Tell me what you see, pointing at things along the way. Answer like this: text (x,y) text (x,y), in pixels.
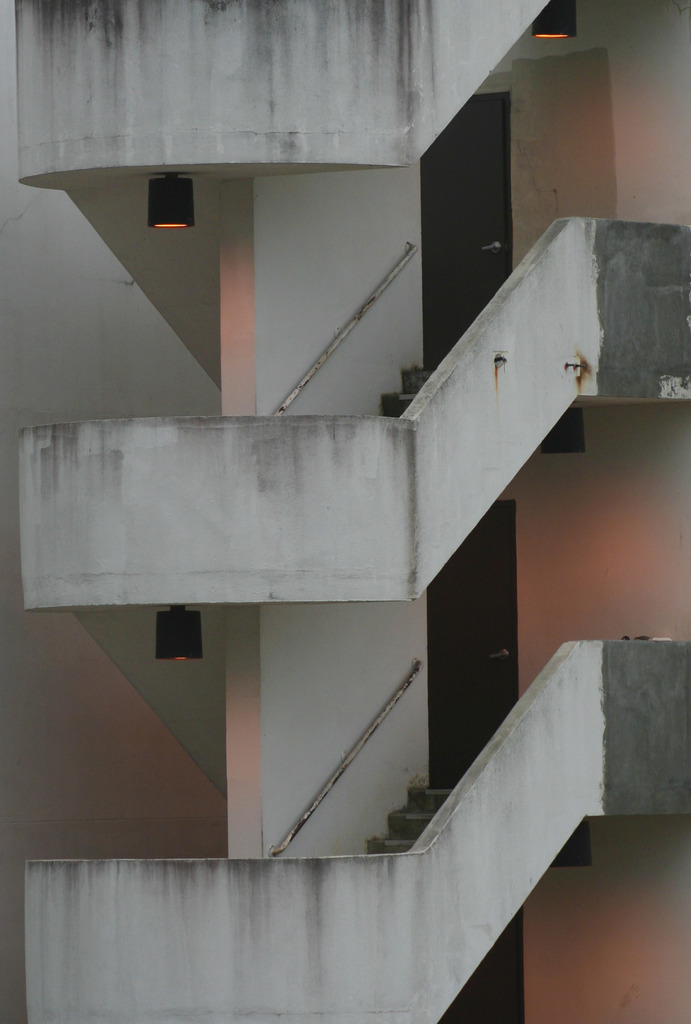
In this image there is a staircase (509,715) of a building (398,240), and there are doors (462,294).
